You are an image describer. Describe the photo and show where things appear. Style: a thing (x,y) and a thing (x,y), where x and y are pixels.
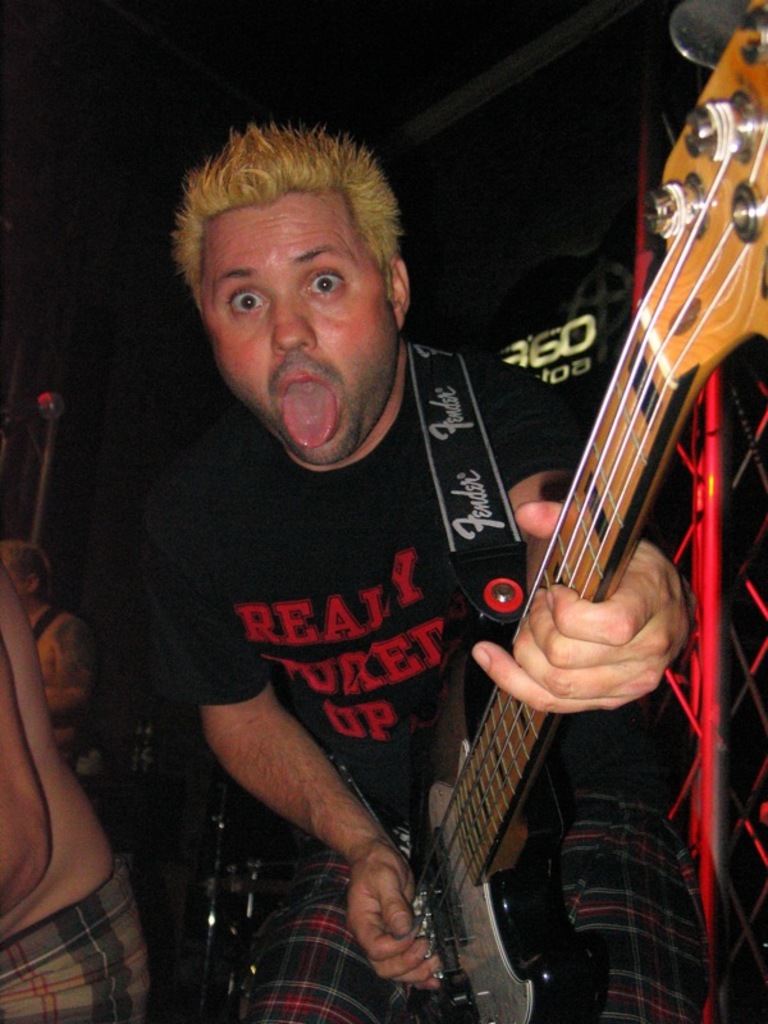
The person (390,590) wearing black shirt (383,618) is playing guitar (517,777) and there are two other people (43,722) beside him.
